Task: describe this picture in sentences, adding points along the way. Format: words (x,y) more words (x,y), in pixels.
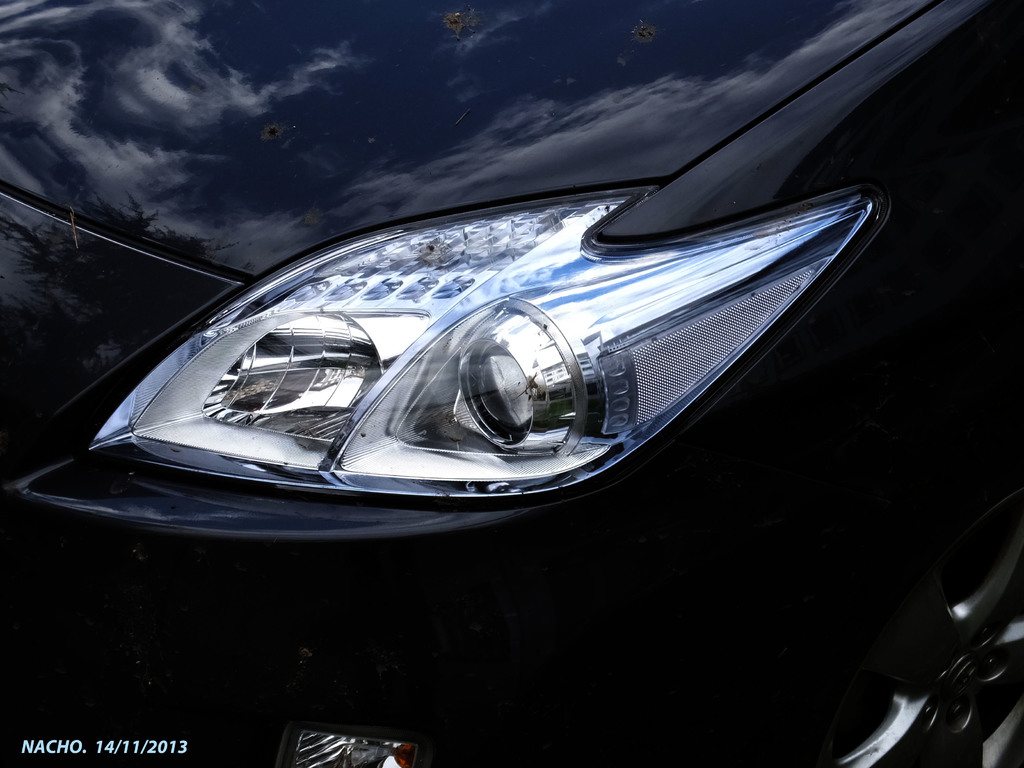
In this image there is a car (818,608) with a head light (356,338). The car (518,217) is black in color.
